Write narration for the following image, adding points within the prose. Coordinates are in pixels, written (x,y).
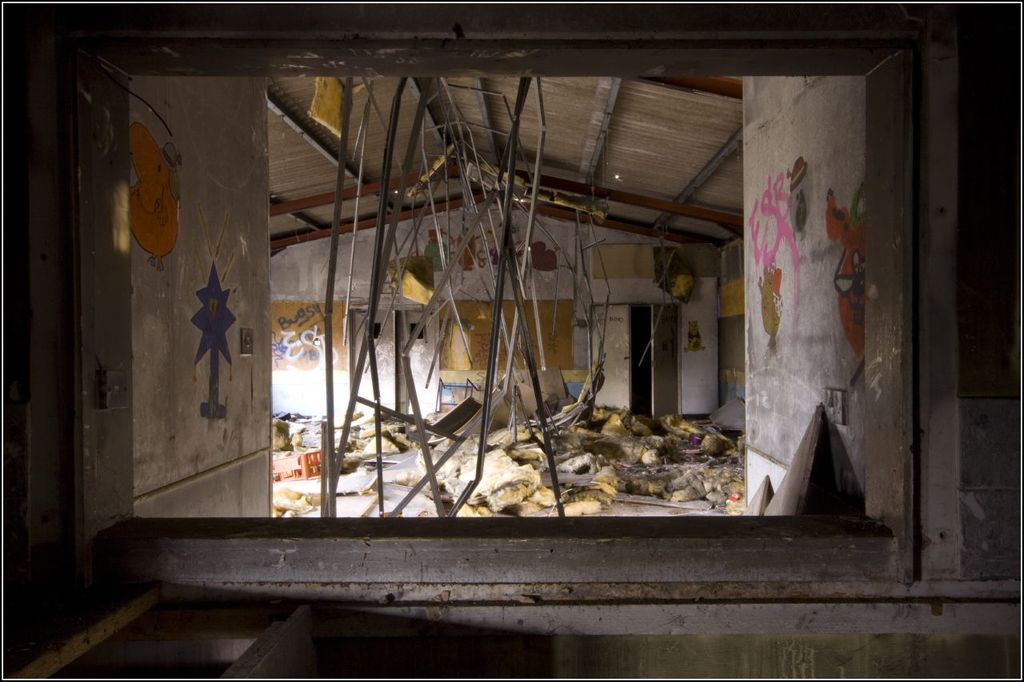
In this image, we can see an inside view of a shed (696,306). There is a scrap (440,419) in the middle of the image (459,421).
